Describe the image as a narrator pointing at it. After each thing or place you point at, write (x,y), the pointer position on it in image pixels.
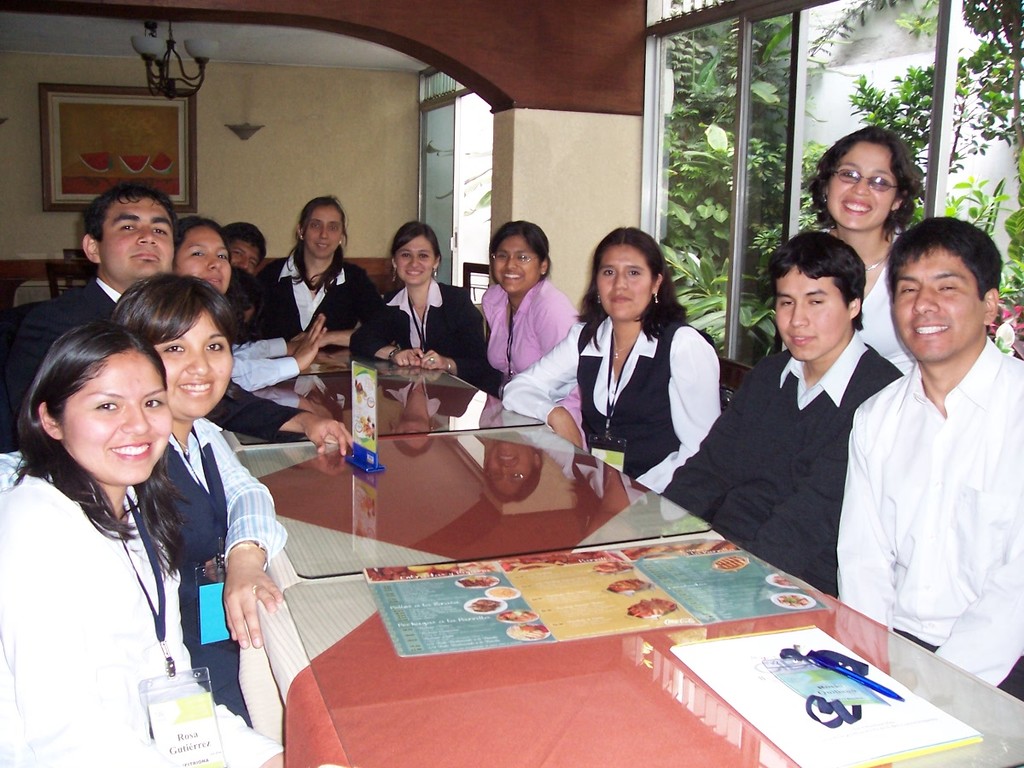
In this image there are group of persons (372,327) sitting, there are persons (93,583) truncated towards the left of the image (81,540), there is a person (910,361) truncated towards the right of the image (958,284), there is a table (545,674) truncated, there are objects (371,429) on the table (379,392), there are windows (754,130), there are plants (918,93), there is a wall (836,83), there are lights (202,67), there are chairs (726,369), there is a photo frame (139,154) on the wall (266,155).
